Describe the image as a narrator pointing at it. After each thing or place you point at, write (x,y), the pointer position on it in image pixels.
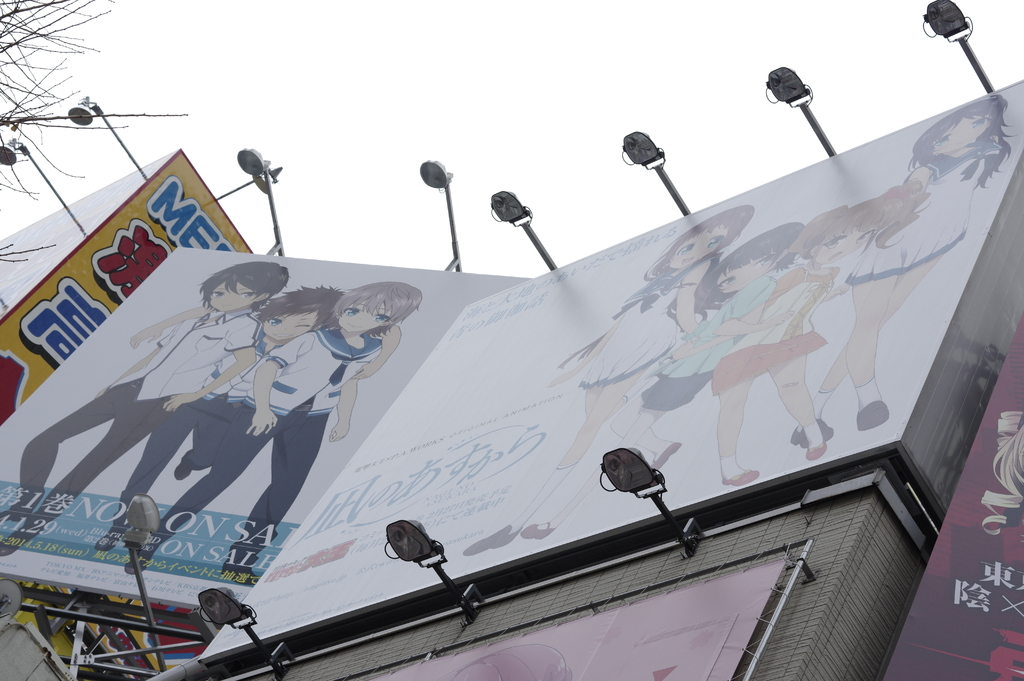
In this image we can see hoardings (507,303) and lights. In the background (551,80) there is a sky (383,63).
